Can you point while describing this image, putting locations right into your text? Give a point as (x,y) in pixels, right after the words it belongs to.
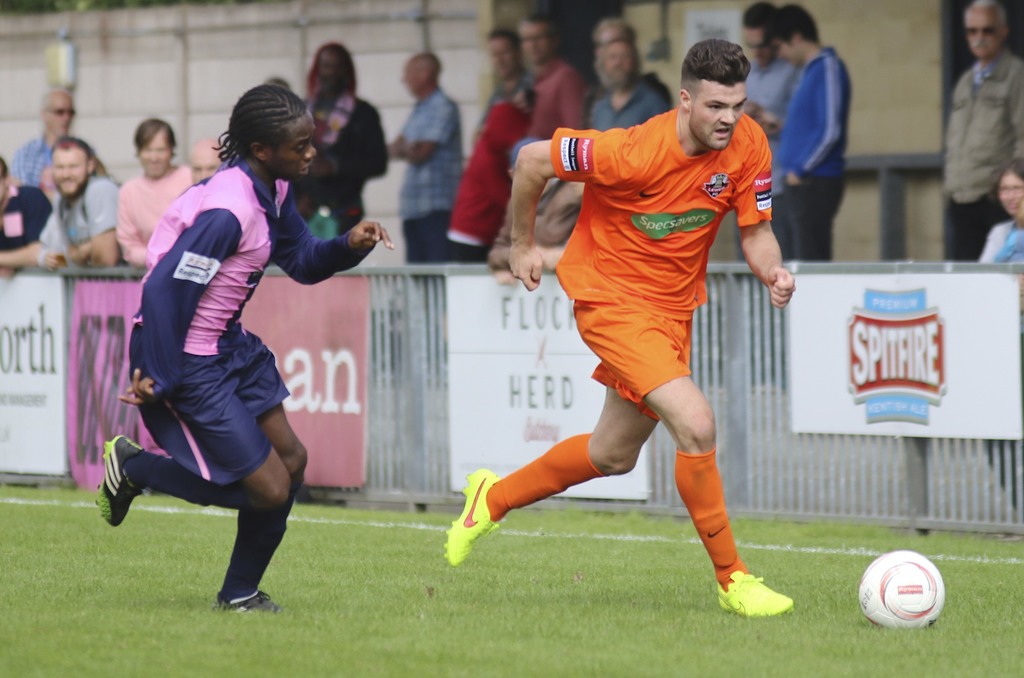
In this image two persons (280,455) are running on the grassland (614,570). There is a football (894,578) on the land (851,591). There is a person (663,225) wearing a orange shirt (659,197). Behind him there is a fence (729,287) having few banners (476,344) attached to it. Behind it there are few persons (829,119) standing. Left side (246,253) there is a person (148,302) wearing pink and blue shirt (234,248).
